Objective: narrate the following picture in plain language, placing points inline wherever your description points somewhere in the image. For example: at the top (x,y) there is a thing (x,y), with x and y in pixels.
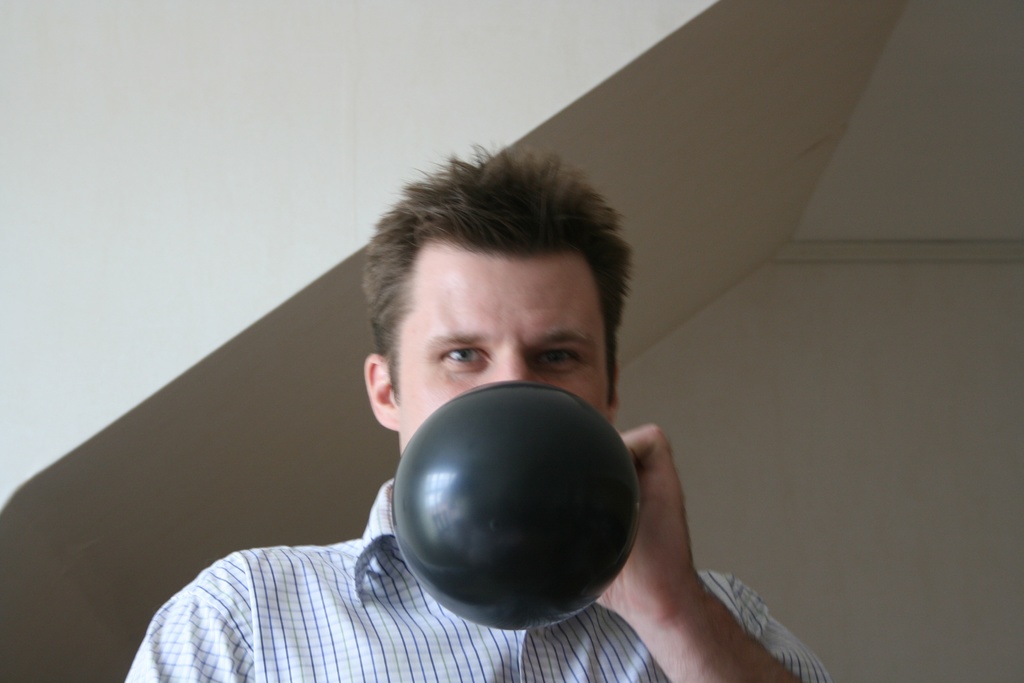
In the foreground of the image (149,649) there is a person (185,681) blowing a balloon (451,430). In the background of the image (201,447) there is wall (170,442).
